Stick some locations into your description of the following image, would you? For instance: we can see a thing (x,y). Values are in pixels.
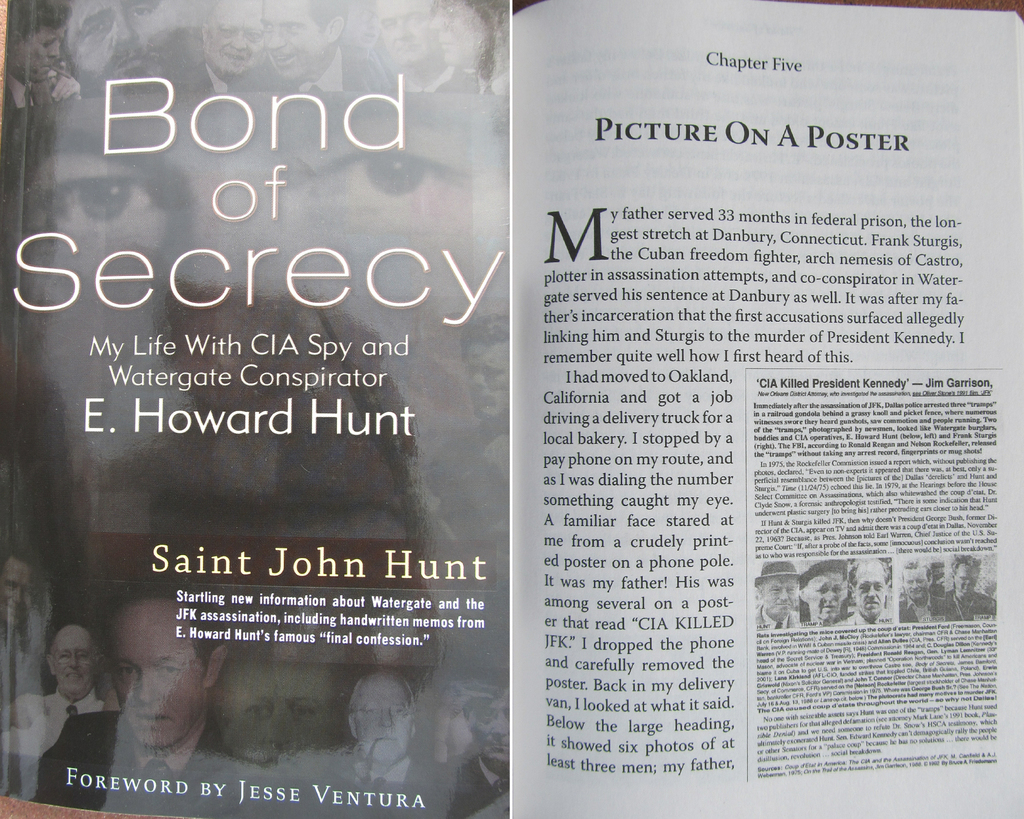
In the image we can see a book (51,225), in the book (672,42) we can see some text (980,684) and images (443,115).
